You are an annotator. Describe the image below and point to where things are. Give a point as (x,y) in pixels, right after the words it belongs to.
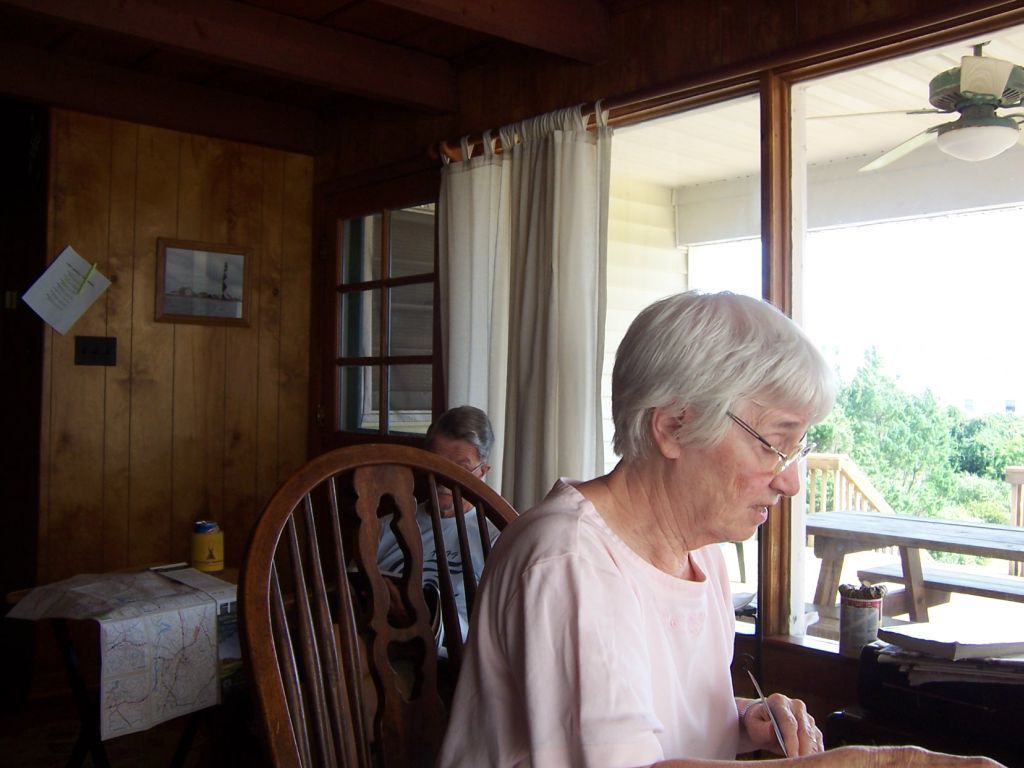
A woman (592,605) with pink dress (630,666) is sitting on a chair (427,648). Behind her there is a table (234,579). On the table (129,594) there is a map (172,612) and some box (207,544). To the right side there is a man (447,556) sitting. There is a window (782,276) and a curtain (552,234) to it. In the right side (930,472) bottom corner there is a bench (904,533) and some trees (914,468). To the wall (201,334) there is a frame (200,293) and a paper (57,283).
